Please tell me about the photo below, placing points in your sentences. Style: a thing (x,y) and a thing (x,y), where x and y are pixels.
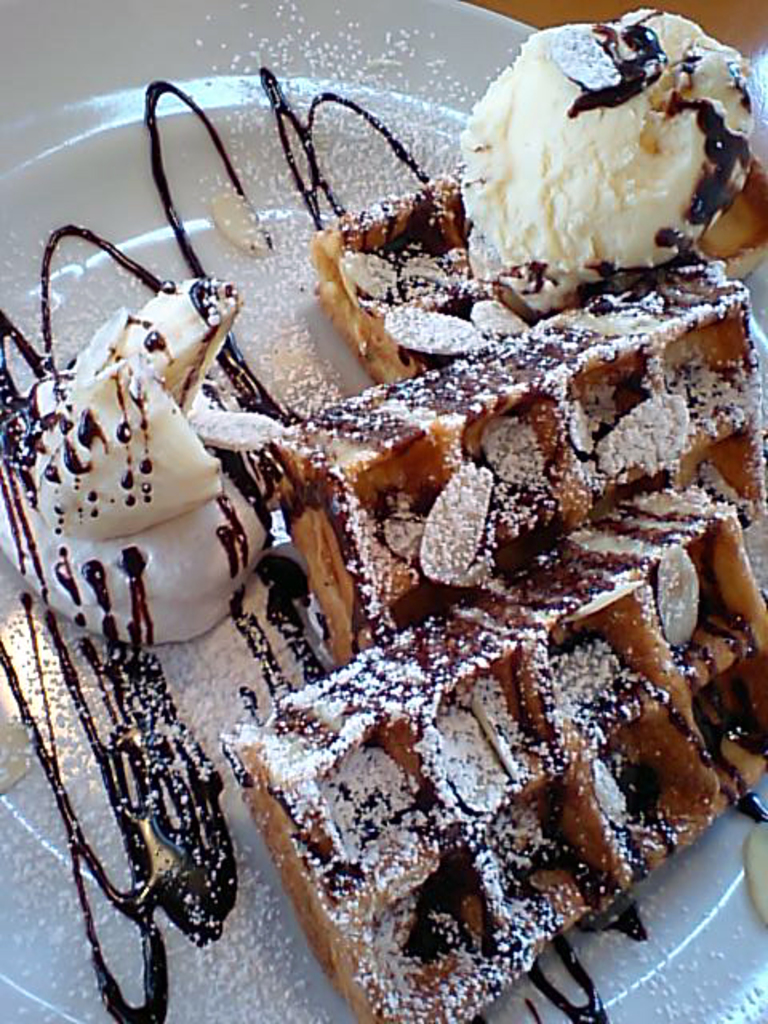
In this image in the middle (409,456), there is a table (534,6) on that there is a plate (266,163) on the plate (249,184) there are waffles (489,551), ice cream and nuts (236,199).
